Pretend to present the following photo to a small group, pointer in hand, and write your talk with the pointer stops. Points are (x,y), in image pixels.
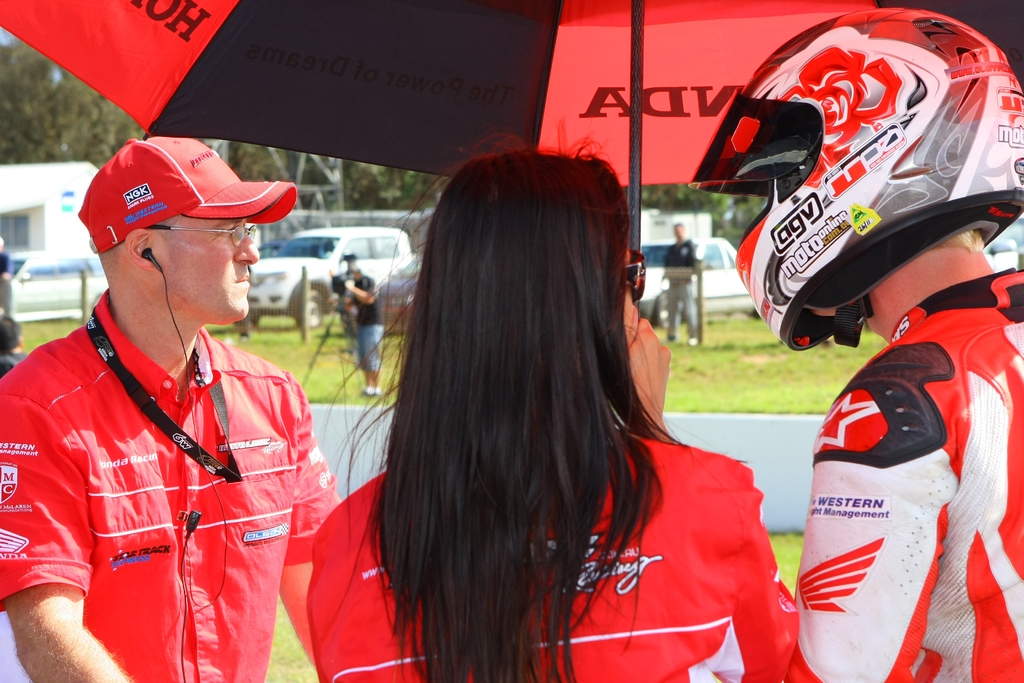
In this image there are people (1,335), houses (46,219) and trees (38,83) on the left corner (42,212). There are people (420,404), there is an umbrella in the foreground (467,543). There is a wall (755,448), there is grass (722,347), there are people (371,313), vehicles (313,264), trees (735,217) in the background (377,193).
